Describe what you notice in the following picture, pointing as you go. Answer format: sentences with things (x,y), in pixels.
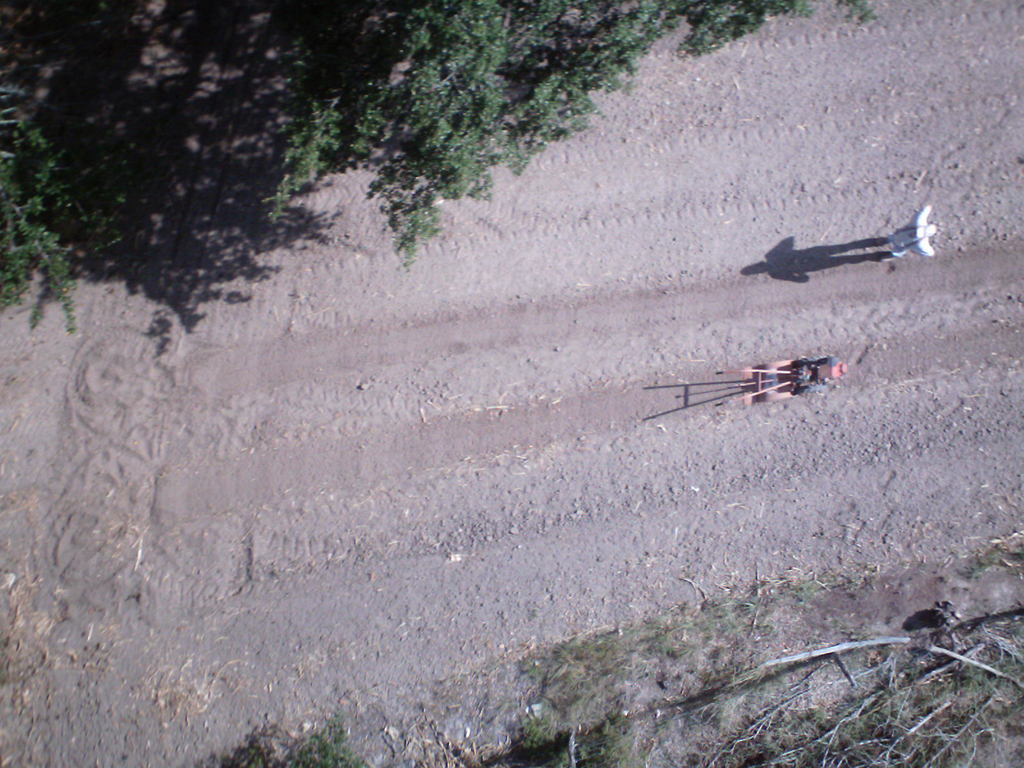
At the bottom (606,689), we see the grass (554,689) and the twigs (995,670). In the middle (522,339), we see the soil (515,462). On the right side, we see a man (930,215) in the white shirt (930,215) is standing. Beside him, we see a vehicle (744,397) in orange and black color. At the top (275,82), we see the trees (480,66) and the shadow (139,83) of the trees (591,69).
